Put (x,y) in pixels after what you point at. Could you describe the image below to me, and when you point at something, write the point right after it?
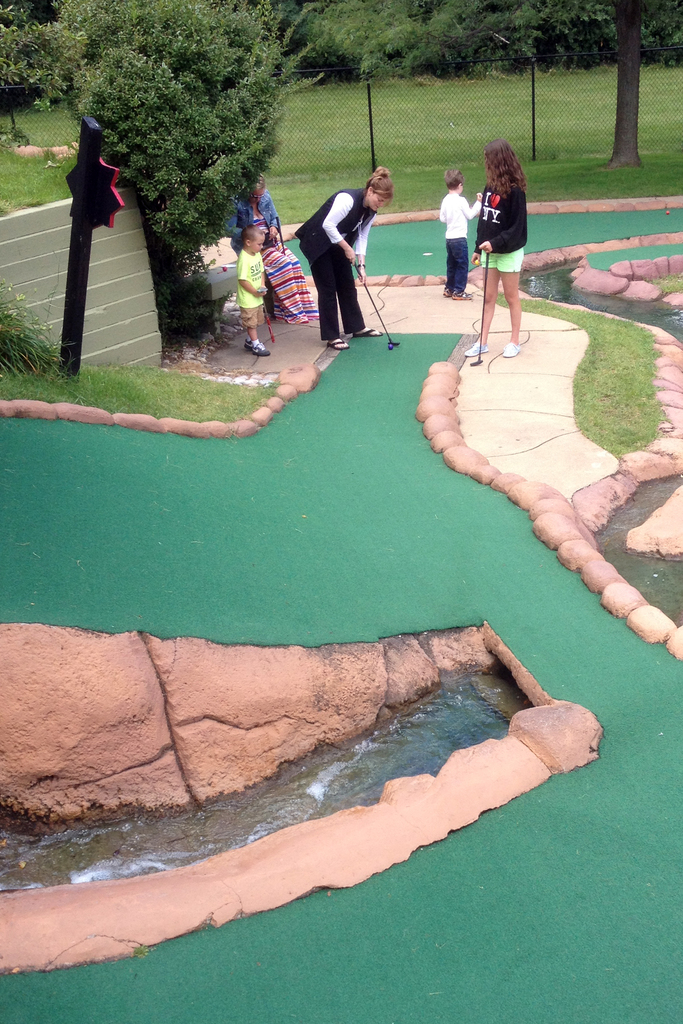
In this image, we can see people (462,178) and some are holding sticks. In the background (361,37), there are trees (134,65) and we can see a mesh (513,104), a board (120,207) and at the bottom (412,742), there is water (418,753) and ground (305,467).
